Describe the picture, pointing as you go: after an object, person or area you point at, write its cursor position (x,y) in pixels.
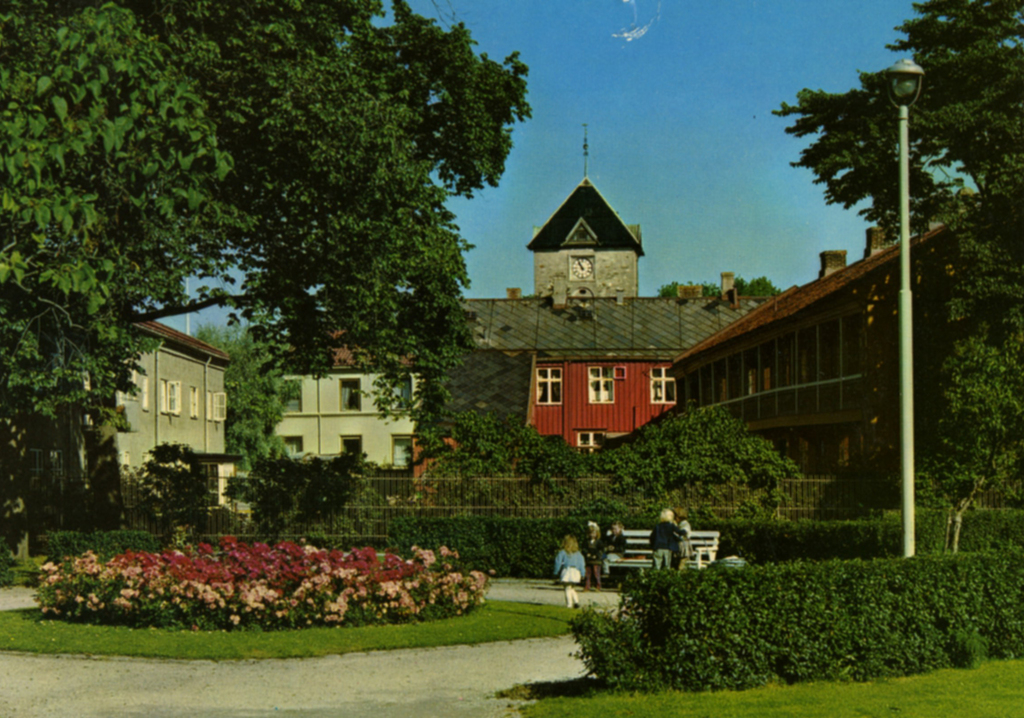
In this image, I can see a group of people (658,539) standing. Here is a person (611,547) sitting on the bench (638,547). These are the bushes (797,554). I can see the plants (289,577) with colorful flowers (275,577). These are the buildings (205,405) with the windows (800,358). This is the clock (584,271) attached to the building (596,264). I think this is the street light (897,75). These are the trees (952,55). Here is the grass (656,695).
